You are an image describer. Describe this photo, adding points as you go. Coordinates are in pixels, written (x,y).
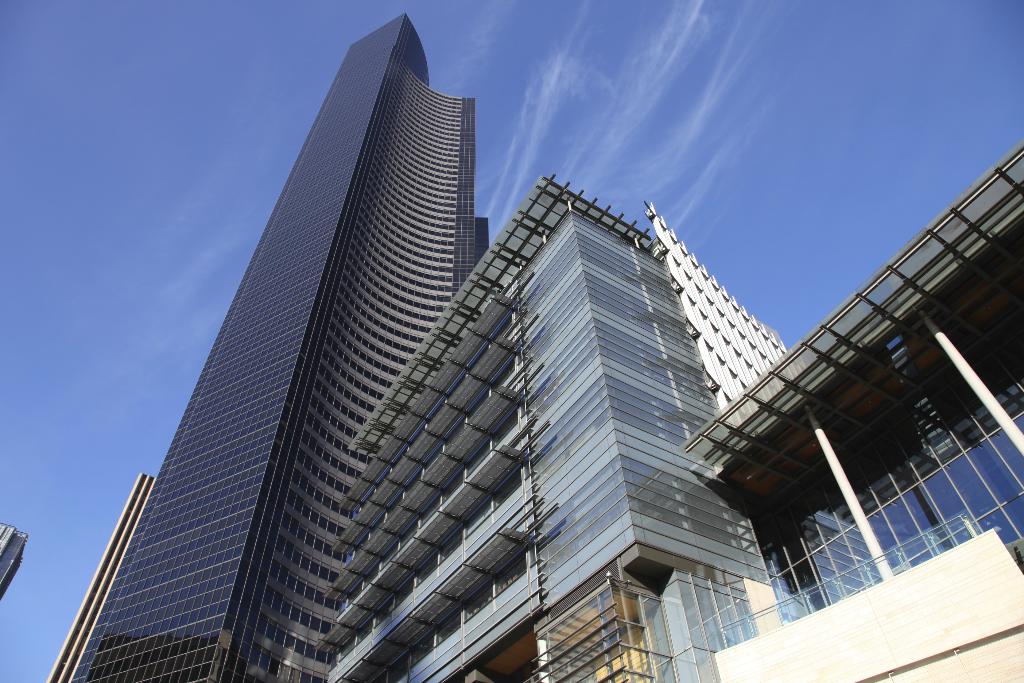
In this image we can see some buildings (562,464) with windows (597,473). On the backside (662,125) we can see the sky (622,138) which looks cloudy.
